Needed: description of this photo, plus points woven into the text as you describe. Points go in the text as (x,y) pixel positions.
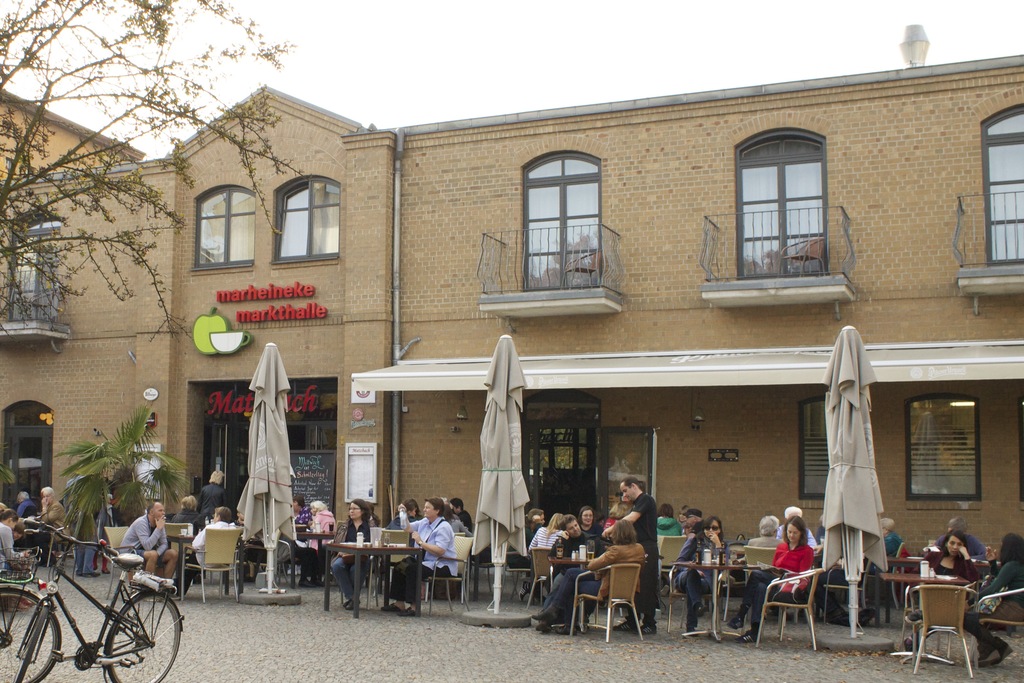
In this image we can see a group of people (583,587) sitting on chairs (804,603). One person (651,525) wearing black dress (644,567) is standing. To the left side of the image (182,625) we can see bicycles (10,641) parked on the ground (213,668). In the background (934,465), we can see a building (452,289) with metal railings (797,265), trees (83,452) and sky (500,41).
